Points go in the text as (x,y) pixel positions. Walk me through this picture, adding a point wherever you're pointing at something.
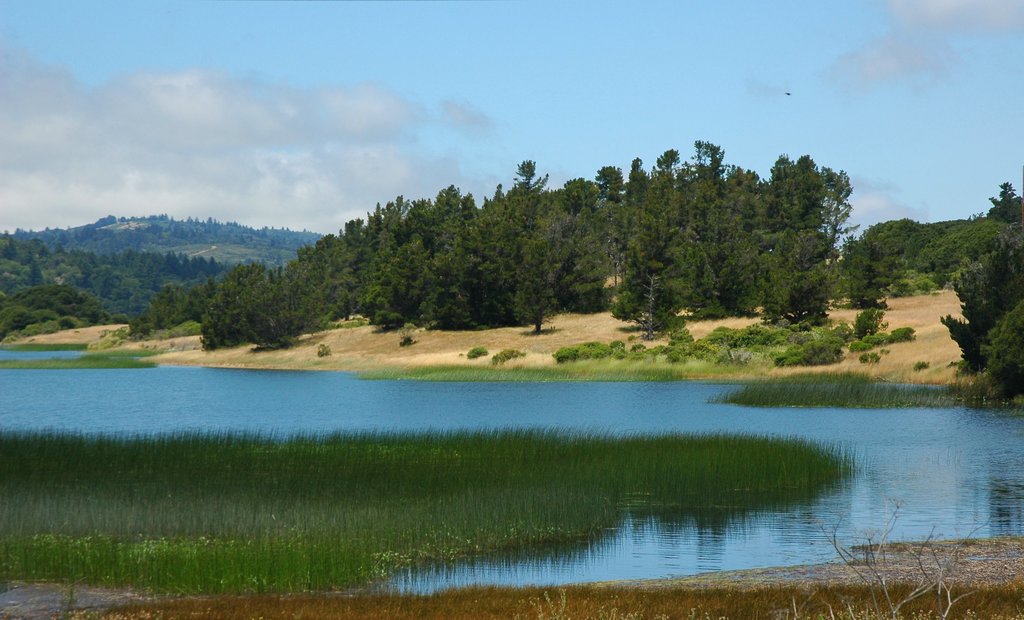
In the image we can see trees (478,263), hill (179,250) and the grass (477,497). Here we can see water (929,429), dry grass (384,334) and the cloudy sky (349,111).
